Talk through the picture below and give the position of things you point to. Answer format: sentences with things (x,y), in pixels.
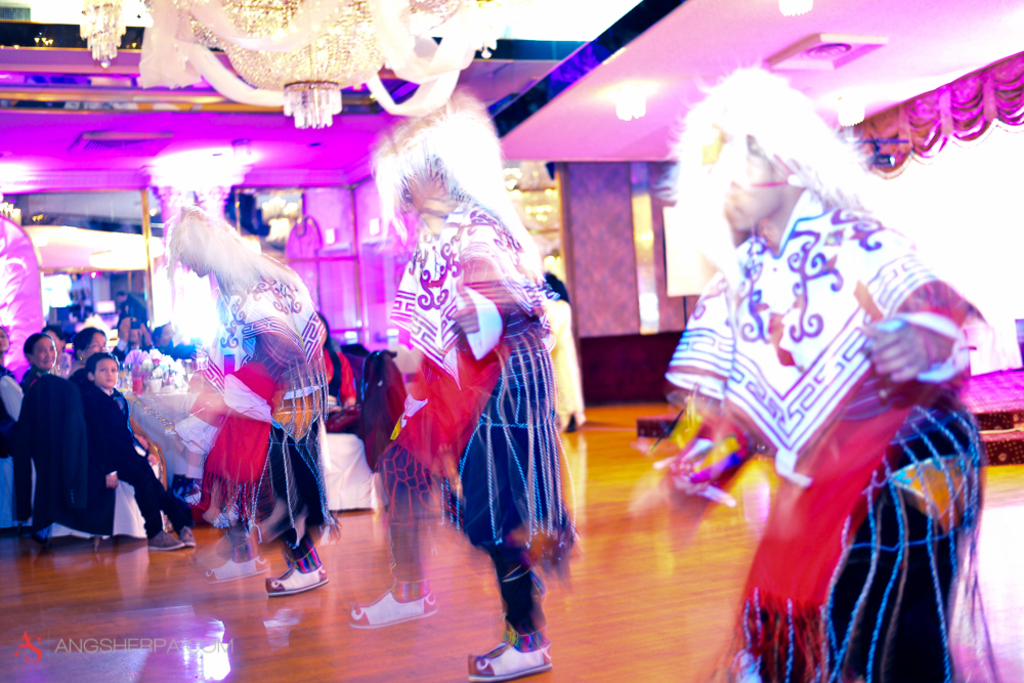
In this picture I can see few people (425,359) wore masks (469,183) and dancing on the floor (702,682) and few people (115,428) seated on the chairs (125,485) and I can see lights (629,112) to the ceiling (748,50) and text (217,644) at the bottom left corner of the picture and I can see a chandelier light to the ceiling (741,30).
